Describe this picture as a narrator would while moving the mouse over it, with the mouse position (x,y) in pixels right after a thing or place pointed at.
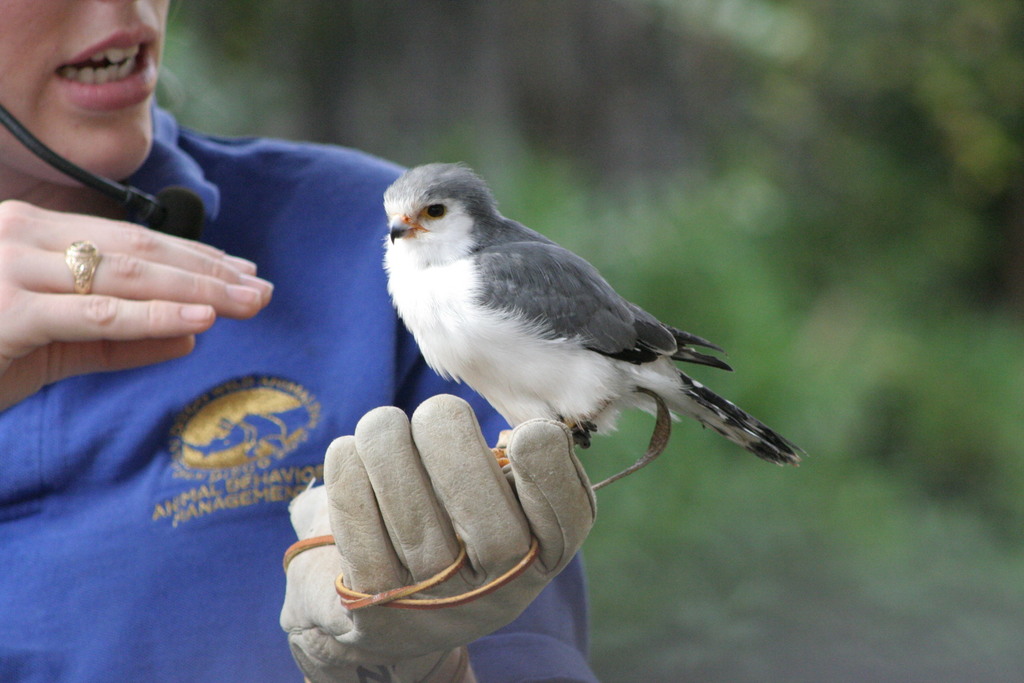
There is a person (148,106) in blue color t-shirt (222,563), wearing a black color mic (87,173) and wearing a glove (547,485), on which, there is a bird (424,197) which is grey and white color combination. The background (843,140) is blurred.
